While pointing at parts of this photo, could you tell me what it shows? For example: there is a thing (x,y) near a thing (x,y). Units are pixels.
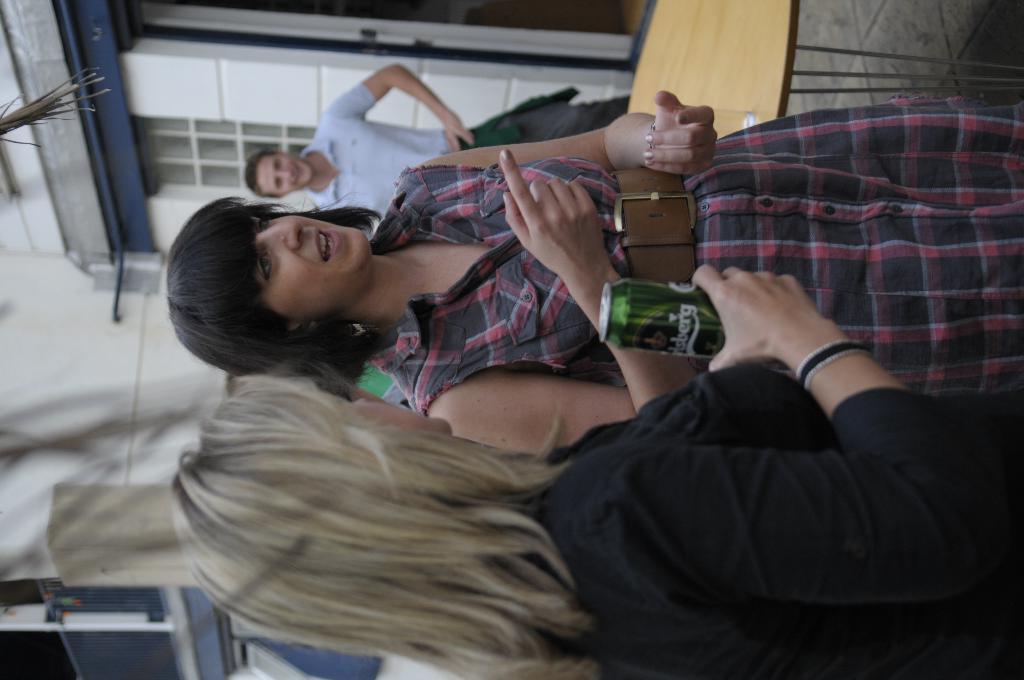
This image consists of two women (483,291) standing. At the bottom (656,571), the woman (723,487) is holding a beer tin (663,347) and she is wearing a black dress (778,612). In the background (119,291), there is a building (119,348) along window (244,125) and door (236,9). And there is a man (402,128) standing. Beside the woman (816,154) there is a table (762,52).
